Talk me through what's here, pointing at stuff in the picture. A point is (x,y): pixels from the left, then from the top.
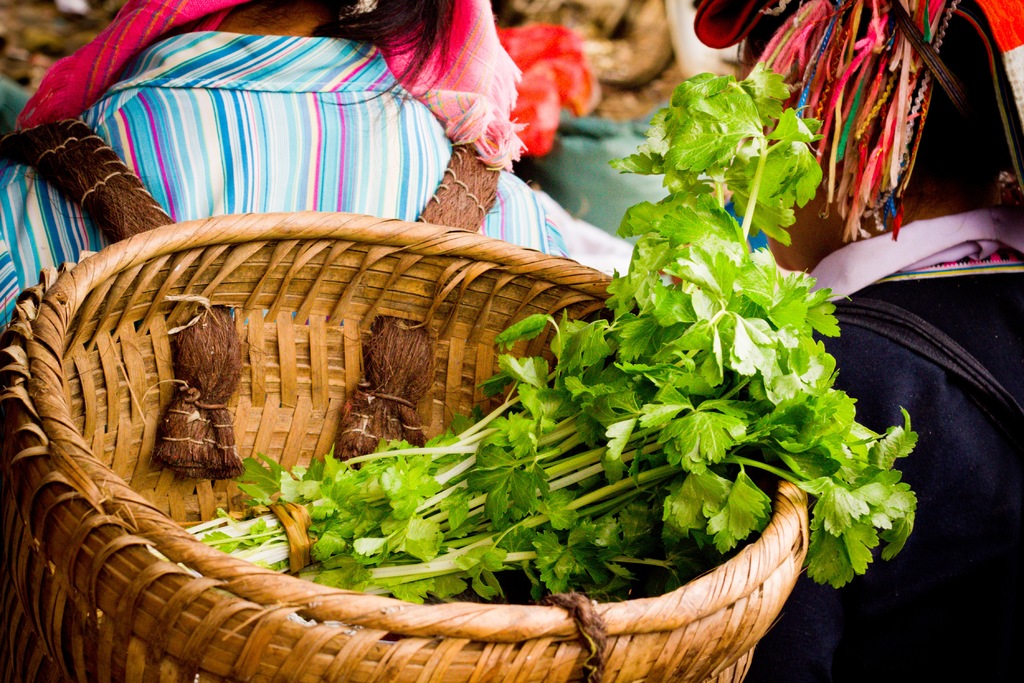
In the image there are coriander leaves (491,471) in a basket (446,345) and the basket (241,316) is worn by a person (248,159). On the right side (881,292) there is another person (847,284).
